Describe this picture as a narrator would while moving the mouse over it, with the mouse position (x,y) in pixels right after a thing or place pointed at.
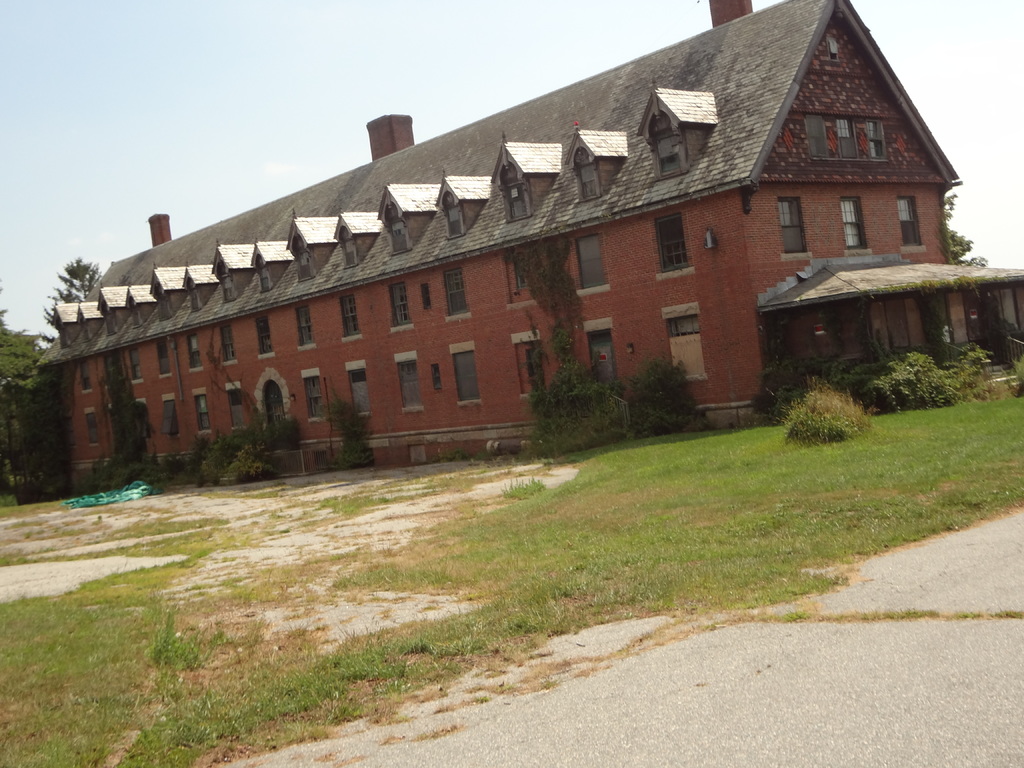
In this image there is a building (485,261) with the windows (298,320). At the bottom (376,642) there is a ground (403,578) on which there are small plants (804,433) and grass (801,496). At the top (231,94) there is the sky (205,102). On the left side (90,500) there is a green color cloth (91,506) on the ground (103,564).
